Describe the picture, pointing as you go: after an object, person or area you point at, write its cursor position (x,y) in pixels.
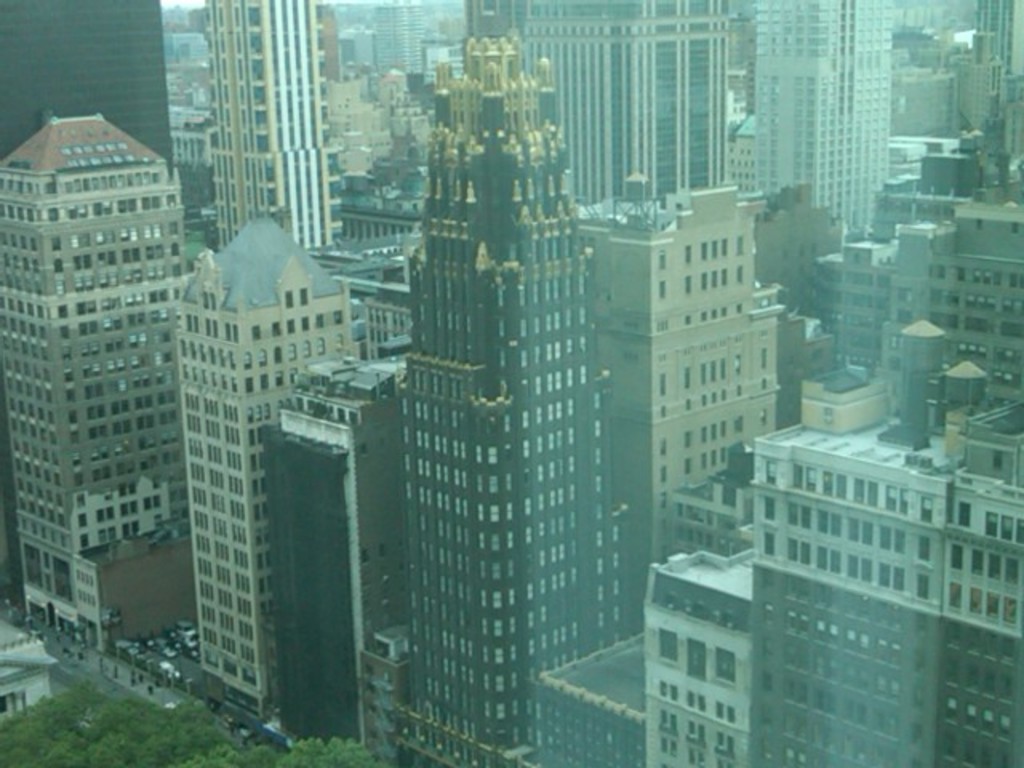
In this image I can see buildings (713,109) and in the bottom left (20,730) I can see trees (188,711).
